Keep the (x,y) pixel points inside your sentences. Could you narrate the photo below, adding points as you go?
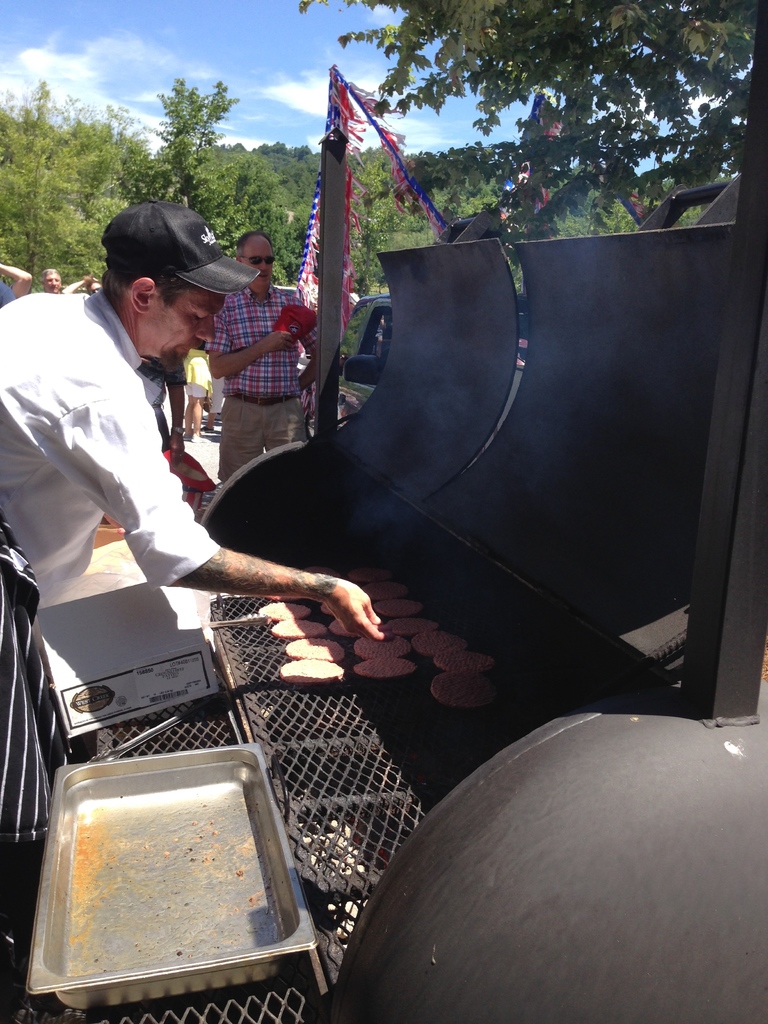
In this image in the front (25,507) there is a person (28,498) standing and cooking. In the background (253,169) there are trees (209,159) and there are persons (271,325) and there is a car (373,303) and the sky (308,56) is cloudy.
